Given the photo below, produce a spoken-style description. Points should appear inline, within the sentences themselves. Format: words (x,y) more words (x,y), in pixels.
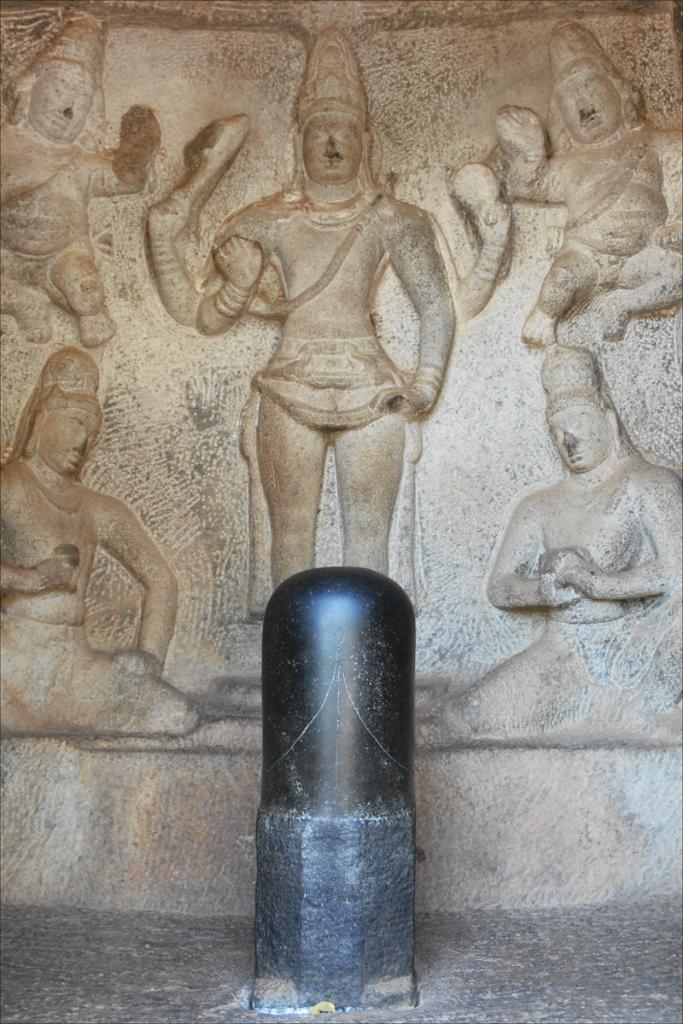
In this image, we can see a statue (347,861). Background (589,795) we can see few sculptures (11,612) on the wall (94,617).
